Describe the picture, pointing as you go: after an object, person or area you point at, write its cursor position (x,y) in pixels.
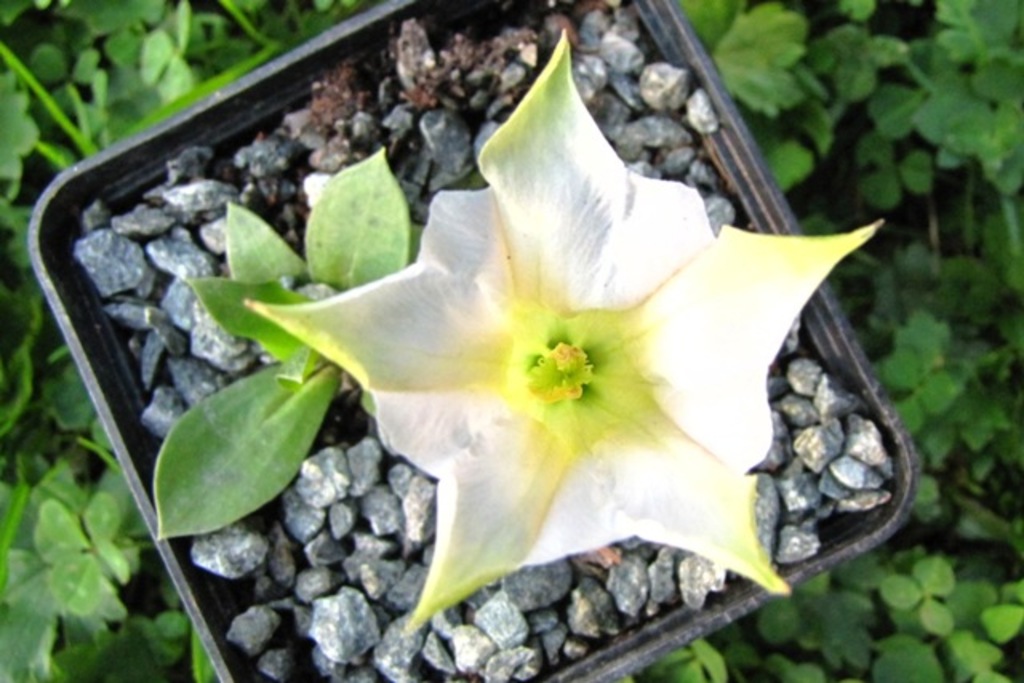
In this picture we can see flower (483,429) in a stones (409,658) which is placed in a basket (488,3), around we can see grass (14,513).
